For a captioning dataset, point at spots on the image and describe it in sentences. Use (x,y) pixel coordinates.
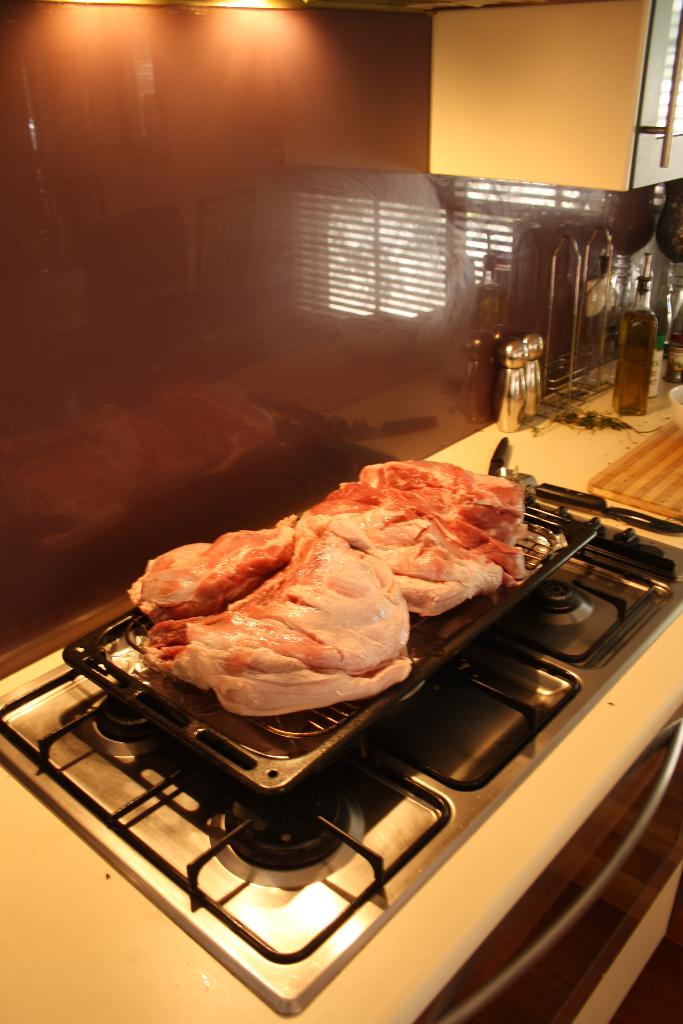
the meat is raw on the stove (499,754) behind that there are few bottles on the table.
